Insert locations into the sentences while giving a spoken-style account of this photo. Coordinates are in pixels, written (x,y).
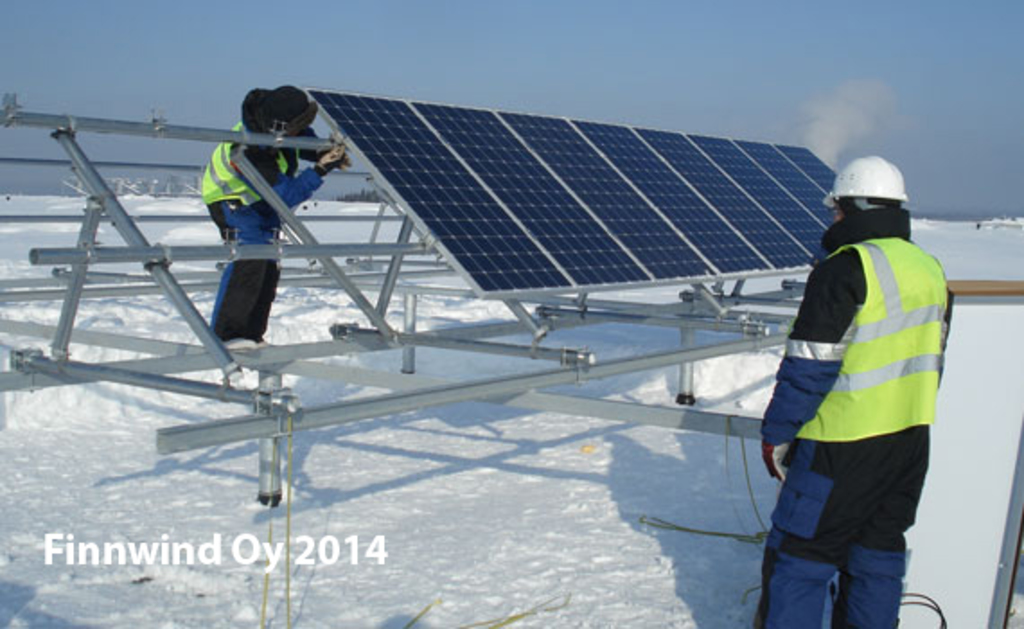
In the center of the image (512,269) we can see persons (895,384) and solar panels (491,214) on the snow (400,422). In the background (374,36) we can see sky (583,37).
